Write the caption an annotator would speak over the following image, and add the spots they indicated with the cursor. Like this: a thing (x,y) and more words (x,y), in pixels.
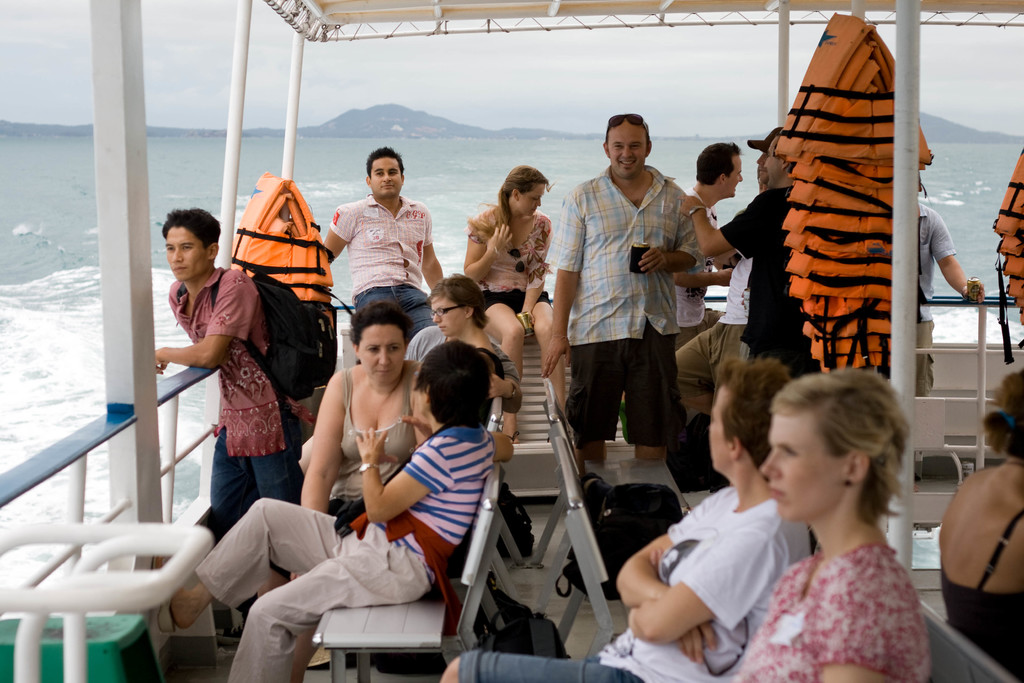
In this image I can see number of people (456,394) where few are standing and most of them are sitting. I can also see number of orange colour life jackets (237,257) and on the left side (199,252) I can see one person (200,278) is carrying a bag (299,350). In the background (156,265) I can see water (92,216), mountains (154,129) and the sky (405,72). I can also see number of poles (124,111) in the front (895,168).
